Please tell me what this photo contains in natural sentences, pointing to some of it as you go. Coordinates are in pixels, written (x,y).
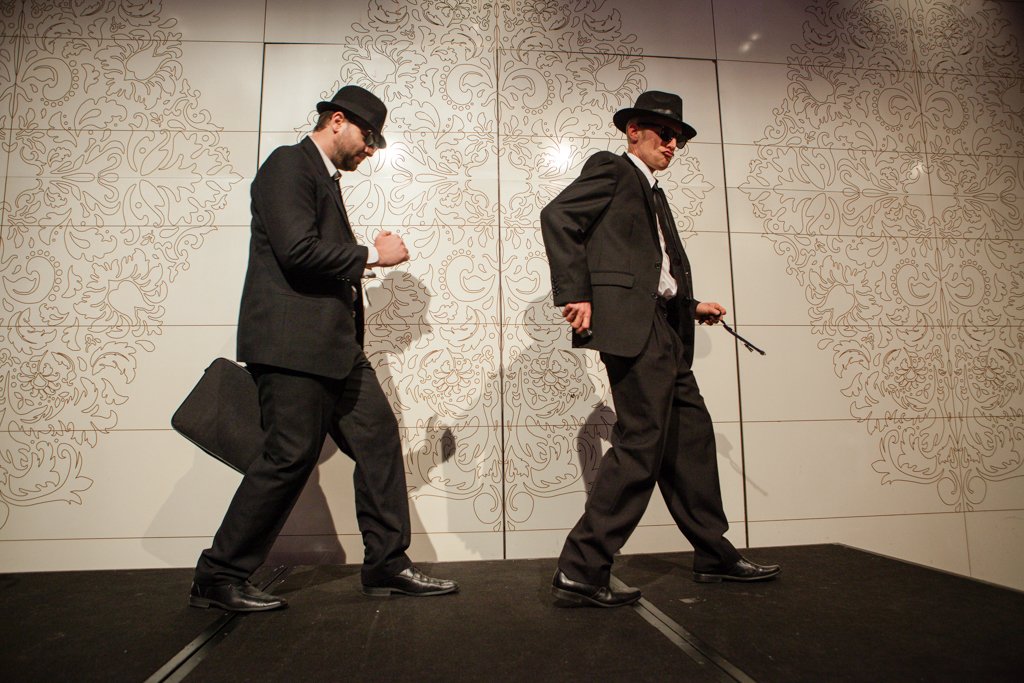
In this picture there are two men (273,174) wearing the same dress (629,201), right person (626,419) is holding stick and the left person (266,418) is holding a bag (248,416). Both of them were standing on the stage (679,635). At the back (606,406) we can see the door (567,401) and wall (805,446).
